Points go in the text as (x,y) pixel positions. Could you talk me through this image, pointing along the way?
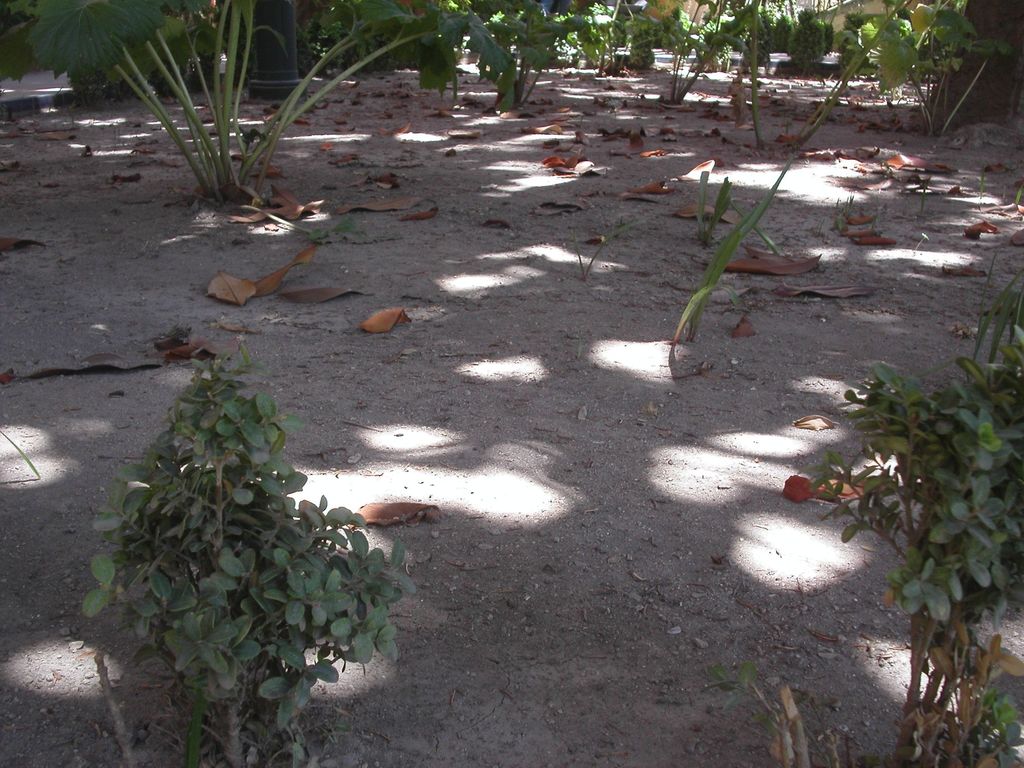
In this image we can see some plants (511,23), leaves (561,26) and a pole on the ground (230,215).
